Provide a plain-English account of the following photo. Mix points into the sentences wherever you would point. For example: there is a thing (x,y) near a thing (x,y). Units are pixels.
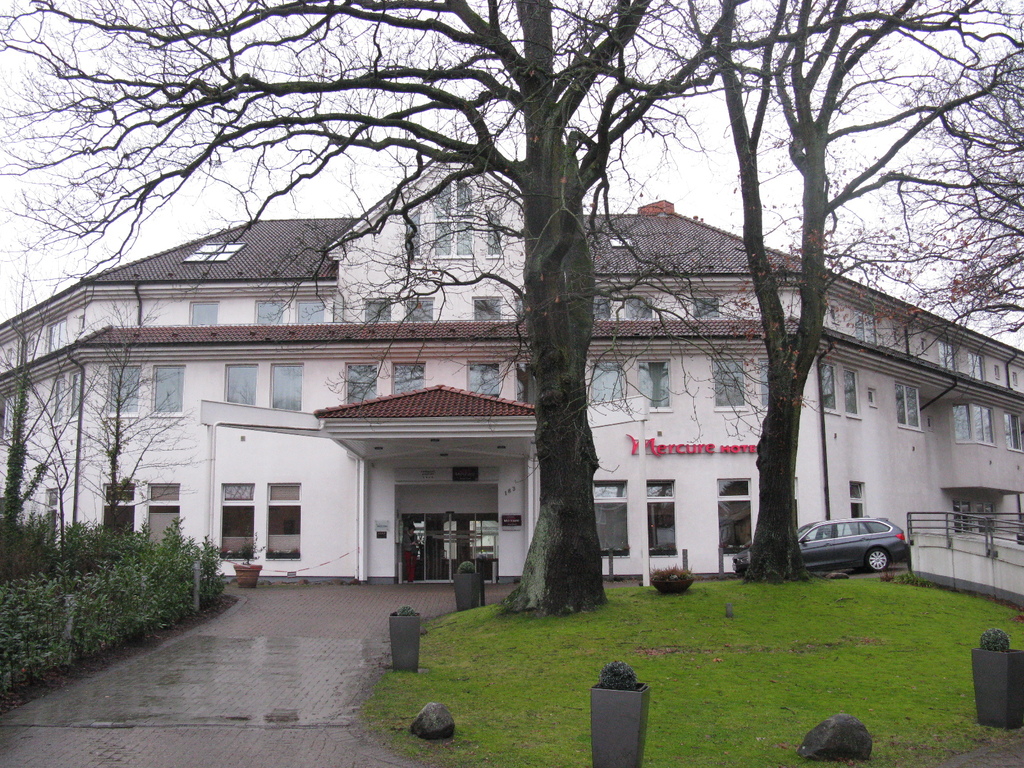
In this image we can see the building (440,349) and there is the car (842,542) parked in front of the building (896,514). And there are trees (786,576), potted plants (401,630), grass (688,699), stones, plants (140,610), fence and the sky (209,194).
